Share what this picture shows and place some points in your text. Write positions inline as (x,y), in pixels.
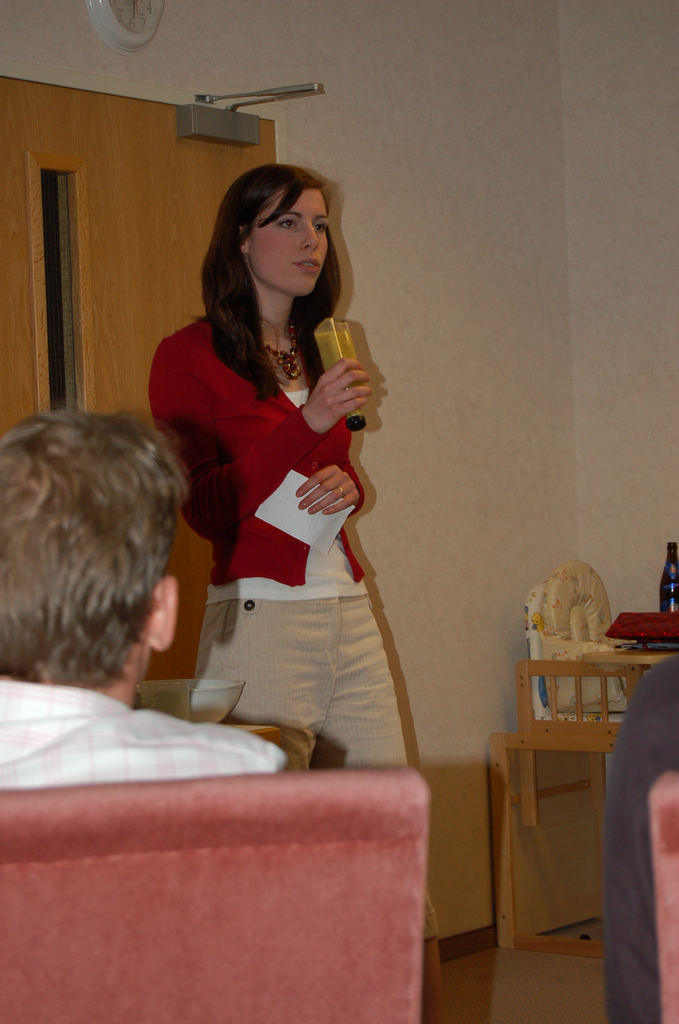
In this picture i could see a lady (282,471) holding a glass (349,339) in her hand (349,398) wearing a red sweater (240,423) and beige trousers (285,662). In the background (127,265) i could see the door (109,184) and wall clock (148,25) hanging in the right side (556,643) there is a high chair (599,645) and some persons (646,698) sitting on the chair (261,899).
